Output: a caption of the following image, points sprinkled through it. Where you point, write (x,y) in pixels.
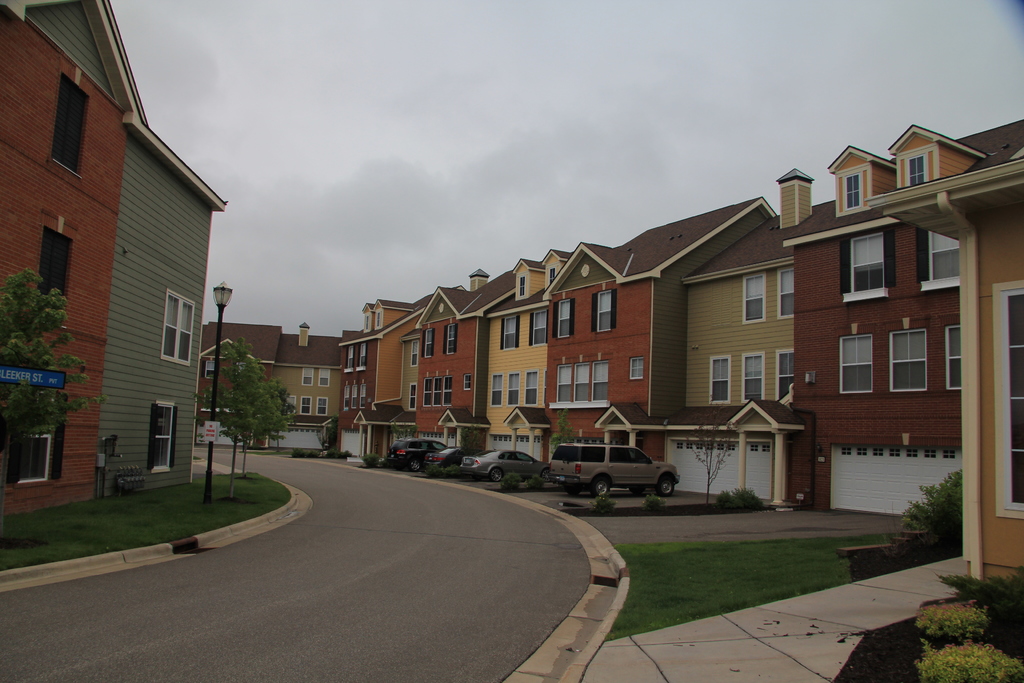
In this image I can see grass (95,521), poles (209,453), trees (230,431), buildings (158,456) and fleets of cars (560,477) on the road (439,526). At the top (349,139) I can see the sky (351,113). This image is taken may be on the road (393,591).
